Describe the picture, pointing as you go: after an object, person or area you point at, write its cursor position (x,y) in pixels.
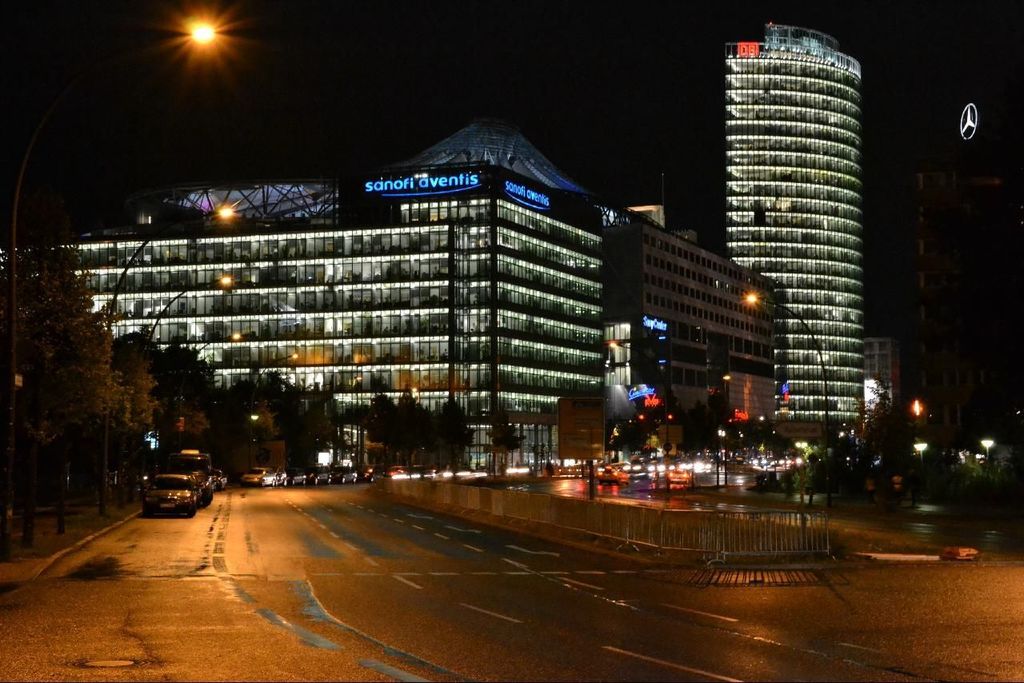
In this picture I can see vehicles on the road (147,677), there are poles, lights (281,341), there are barricades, there are buildings (622,225), there are trees (1011,487), and there is dark background (480,63).
